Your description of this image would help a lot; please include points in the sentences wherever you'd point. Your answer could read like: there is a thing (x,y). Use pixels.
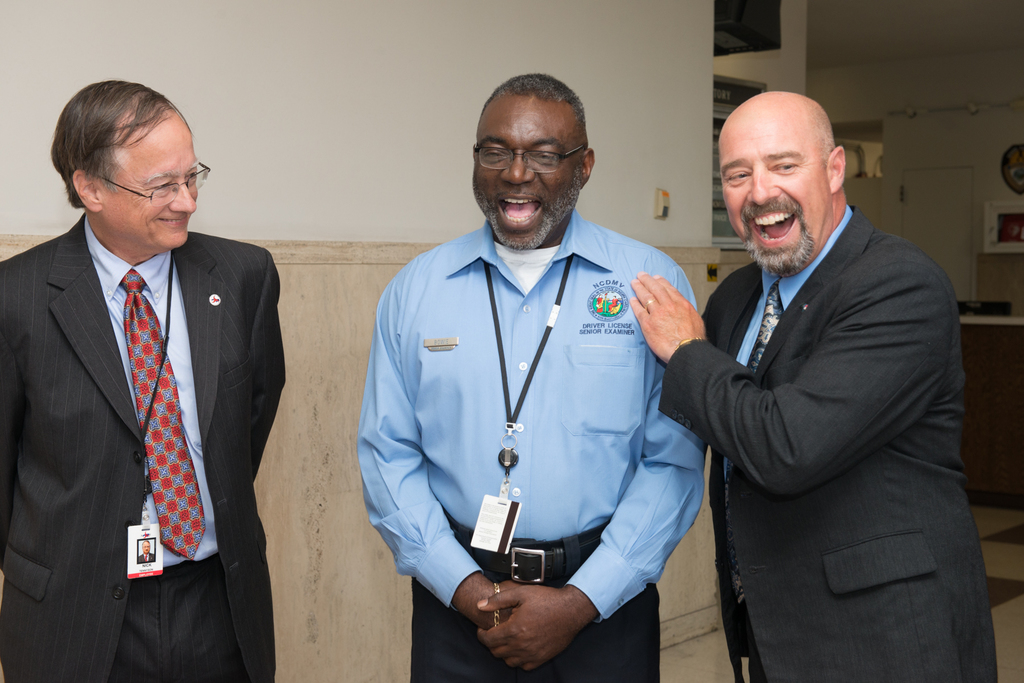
This image is taken indoors. In the background (621,129) there are two walls (872,133). On the right side of the image (1004,546) there is a floor (1012,625). In the middle of the image (514,242) a man (503,408) is standing on the floor (996,541) and he is with a smiling face (526,228). On the left side of the image (101,429) there is a man (72,584) with a smiling face (167,129). On the right side of the image (824,332) there is another man (788,266) with a smiling face (778,267).
